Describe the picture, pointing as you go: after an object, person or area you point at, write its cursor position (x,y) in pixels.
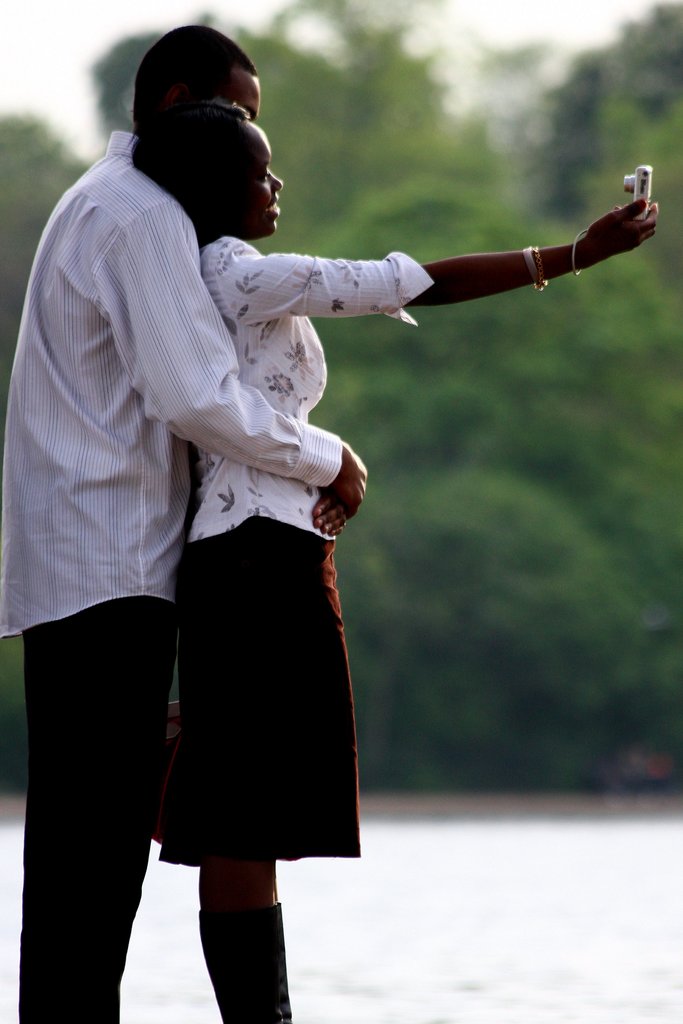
In this image I can see two persons (122,535) are standing in the front (240,578). I can see both of them are wearing white colour dress (197,375) and I can see she is holding a camera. In the background (410,547) I can see number of trees (365,547) and I can see this image is little bit blurry in the background (177,1015).
